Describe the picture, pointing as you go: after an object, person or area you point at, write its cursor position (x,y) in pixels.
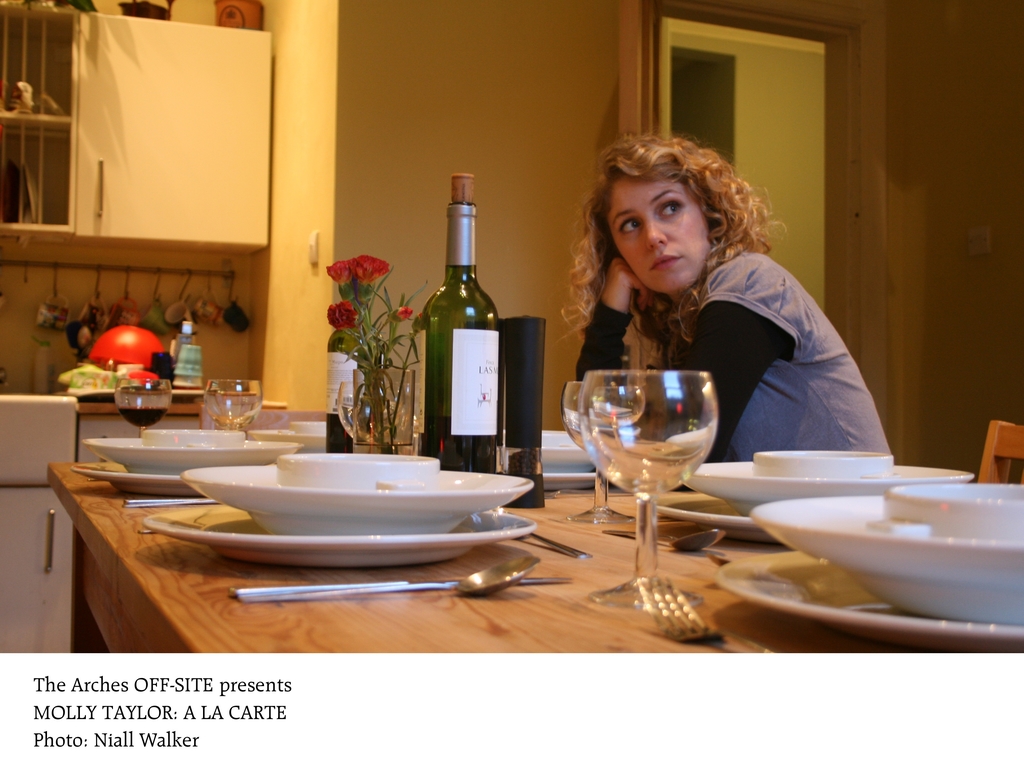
In this picture we have a lady (865,413) who is sitting on the chair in front of the table (756,545) on which there are cups (676,401), bowls (497,492), plates (485,489), bottle (451,458) and a flower vase (406,411) and beside her there is a shelf (85,229) on which some things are placed.
